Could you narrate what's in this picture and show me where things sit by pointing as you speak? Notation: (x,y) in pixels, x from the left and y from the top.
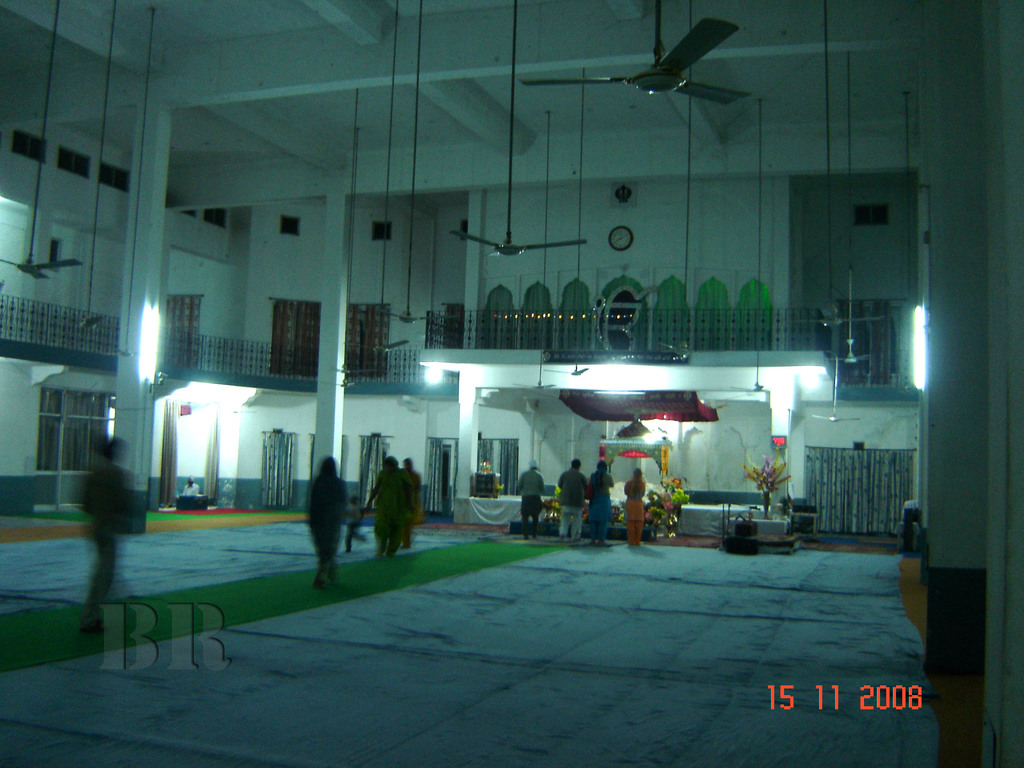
This picture describe about the inside view of the Sikh temple (486,631). In front we can see the group of people (604,538) standing near the golden arch (647,455) and praying. Above we can see grill fencing balcony (8,323) and on the ceiling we can see some hanging fans (679,81).
